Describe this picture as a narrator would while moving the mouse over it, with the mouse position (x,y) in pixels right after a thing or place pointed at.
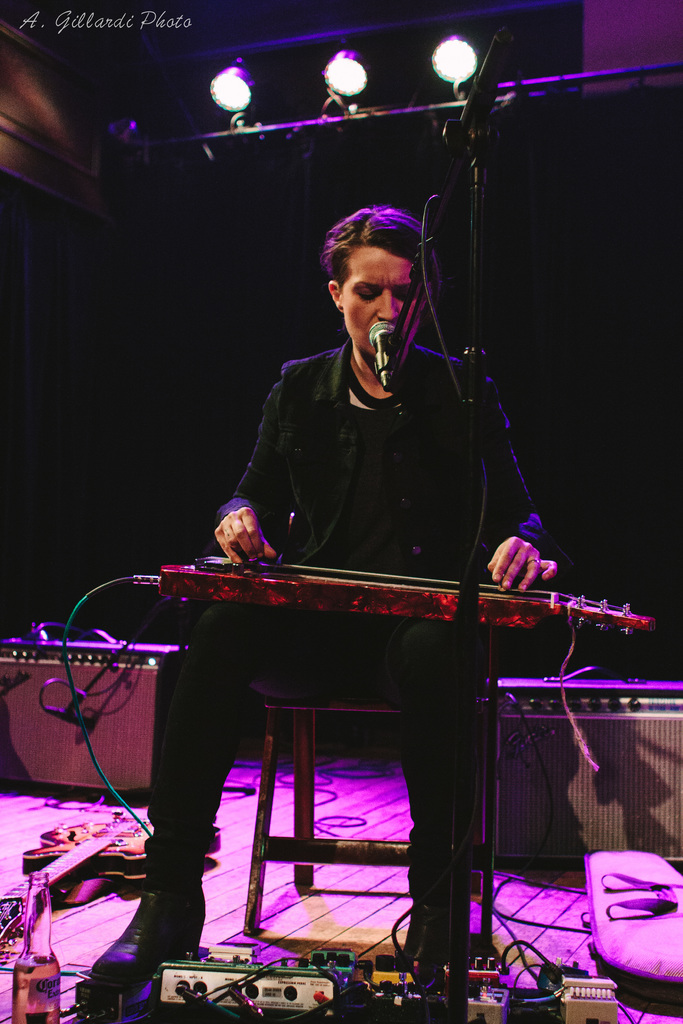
In this image we can see a person (434,385) sitting on the chair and holding a musical instrument (280,573) in his hands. In the background (365,184) we can see electric lights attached to a rod (613,72), curtains (94,244), beverage bottle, cables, bag (669,982) and a mic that is placed on front of the person (408,374).
